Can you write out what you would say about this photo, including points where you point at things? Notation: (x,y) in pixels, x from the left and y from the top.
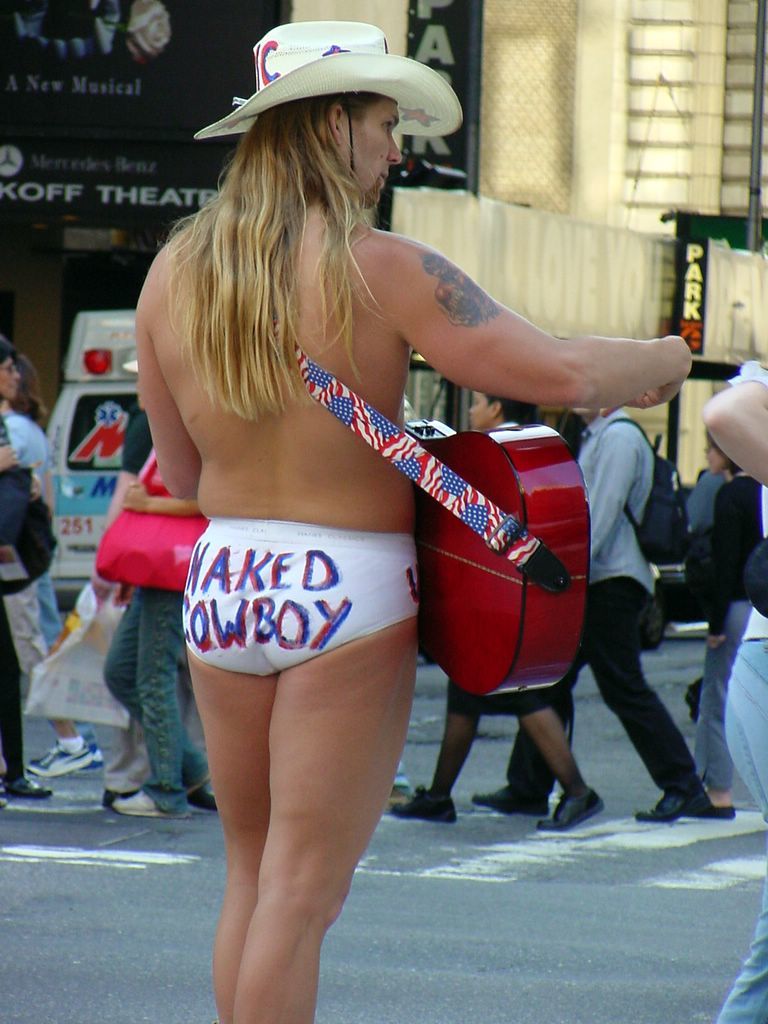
In this image, we can see a person (315,756) and guitar (460,649). Here there is a belt (425,485). Background (561,747) we can see few people (748,500) are on the pedestrian crossing (725,857). Here we can see a road (533,944). Top of the image (173,74), we can see hoarding (168,76), wall (551,264), banner (687,288), vehicle (72,367). Right side of the image (609,479), we can see a person (634,506) is wearing a backpack (643,521) and walking.
